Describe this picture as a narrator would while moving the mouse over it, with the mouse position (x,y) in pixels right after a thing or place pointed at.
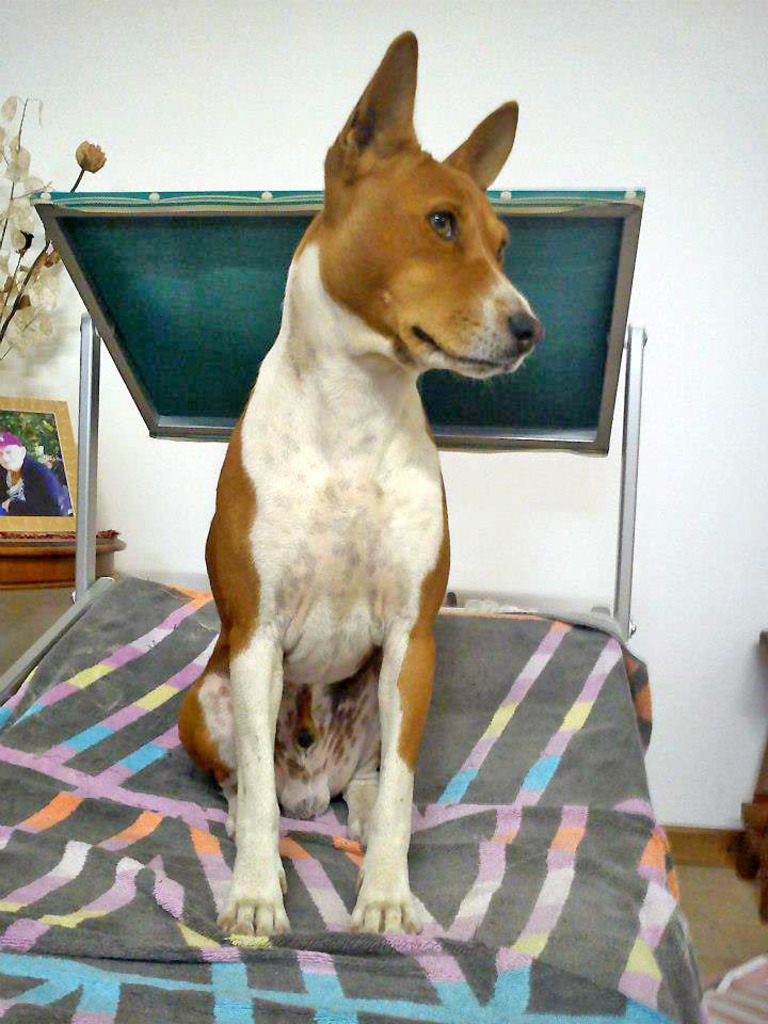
In this picture, we can see a dog (239,587) is sitting on an object (169,648) and behind the dog (253,683) there is a photo frame (51,494), house plant (5,232) and a white wall (294,95).
